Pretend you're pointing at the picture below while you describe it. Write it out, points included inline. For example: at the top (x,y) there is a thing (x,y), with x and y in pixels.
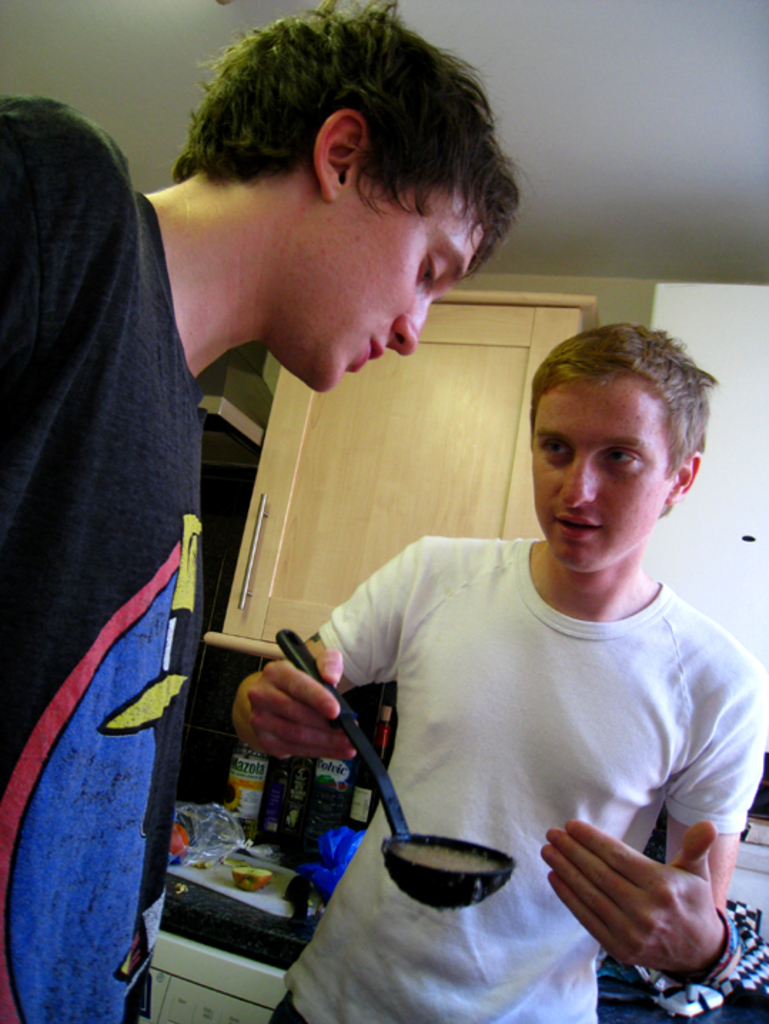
In the image I can see two men (390,562) are standing among them the man (451,599) on the right side (552,844) is holding an object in the hand (302,742). In the background (342,535) I can see wooden cupboard (384,525), a kitchen table (293,898) which has some objects (290,874) on it and ceiling (629,132).
